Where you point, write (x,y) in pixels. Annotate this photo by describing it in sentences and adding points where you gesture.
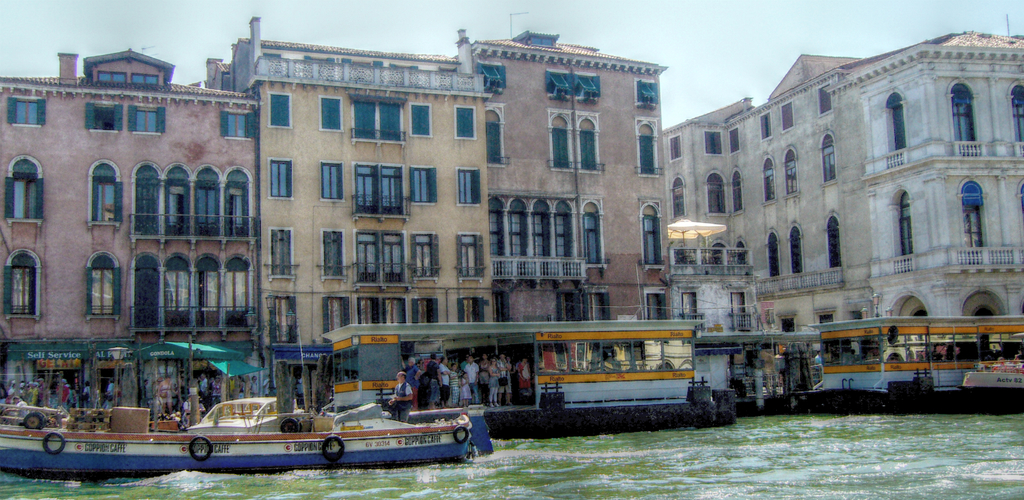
In this image there are buildings (438,237) and boards (288,356). At the bottom (692,439) there is water (670,478) and we can see a boat (285,461) on the water (294,480). We can see platforms (571,349) on the water (515,473). In the background (375,38) there is sky (440,29).
